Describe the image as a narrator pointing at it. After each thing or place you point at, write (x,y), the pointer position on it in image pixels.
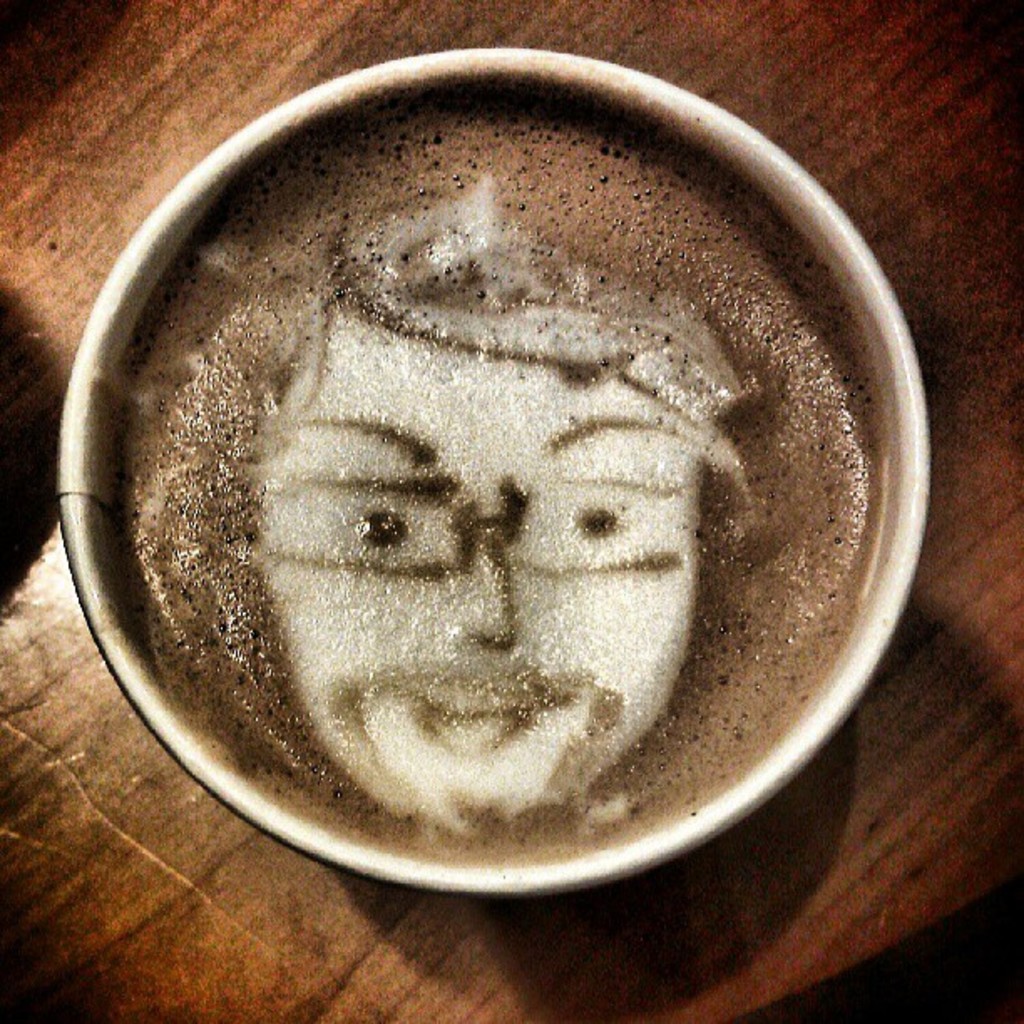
Here we can see cup (346,839) with coffee (460,604) on table (293,945).
